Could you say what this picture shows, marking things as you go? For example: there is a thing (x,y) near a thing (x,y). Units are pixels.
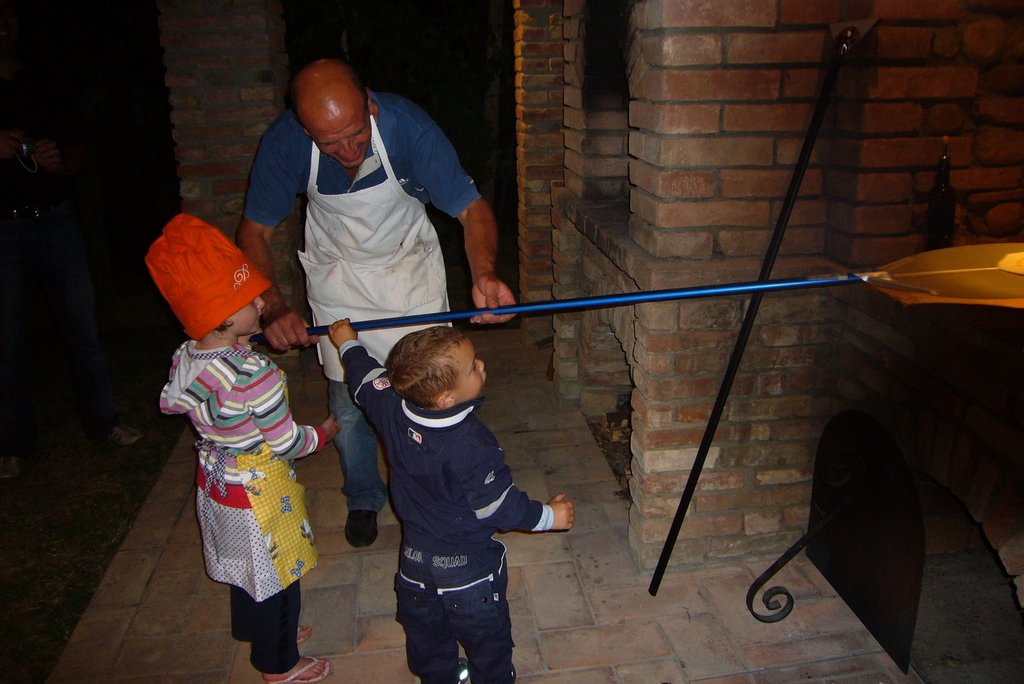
In this image we can see a person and two kids (315,541) who are holding stick (857,277) and a person (344,235) wearing chef suit (369,251) which is of white color and a kid (187,346) wearing red color cap (196,327) and at the background of the image (687,160) there is brick wall (520,155).
